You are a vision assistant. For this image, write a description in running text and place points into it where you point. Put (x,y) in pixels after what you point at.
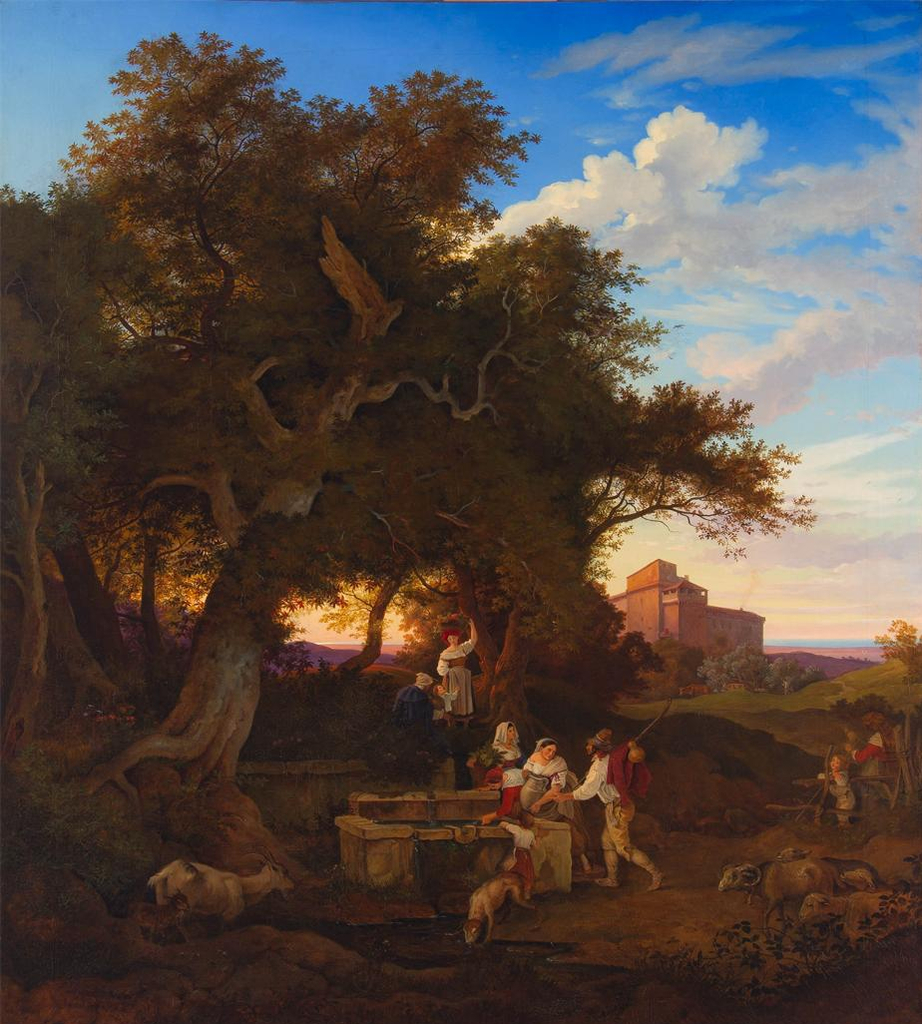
This is an image of the painting (385,840) where we can see there are people (624,832) and animals (184,902) under the tree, also there is a building (634,622) behind them.
